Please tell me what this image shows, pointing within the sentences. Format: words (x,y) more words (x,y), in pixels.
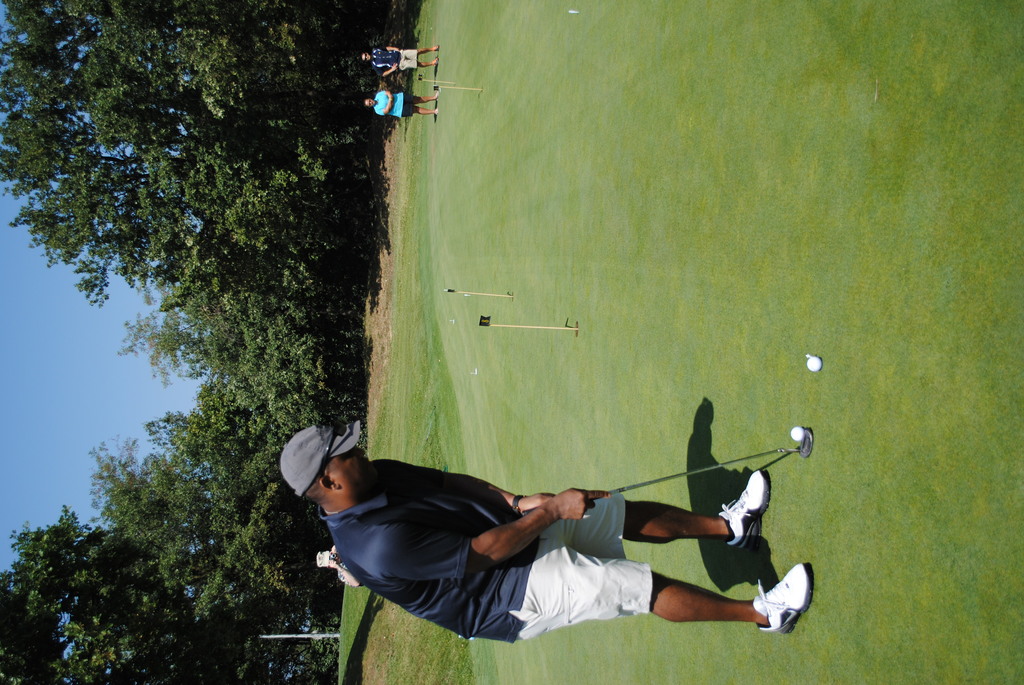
In the left side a man (593,598) is standing and playing the golf, he wore a black color t-shirt (426,590) and a white color short (537,593). In the right side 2 people (415,50) are standing and there are trees (242,334) in the middle of an image (357,286).
